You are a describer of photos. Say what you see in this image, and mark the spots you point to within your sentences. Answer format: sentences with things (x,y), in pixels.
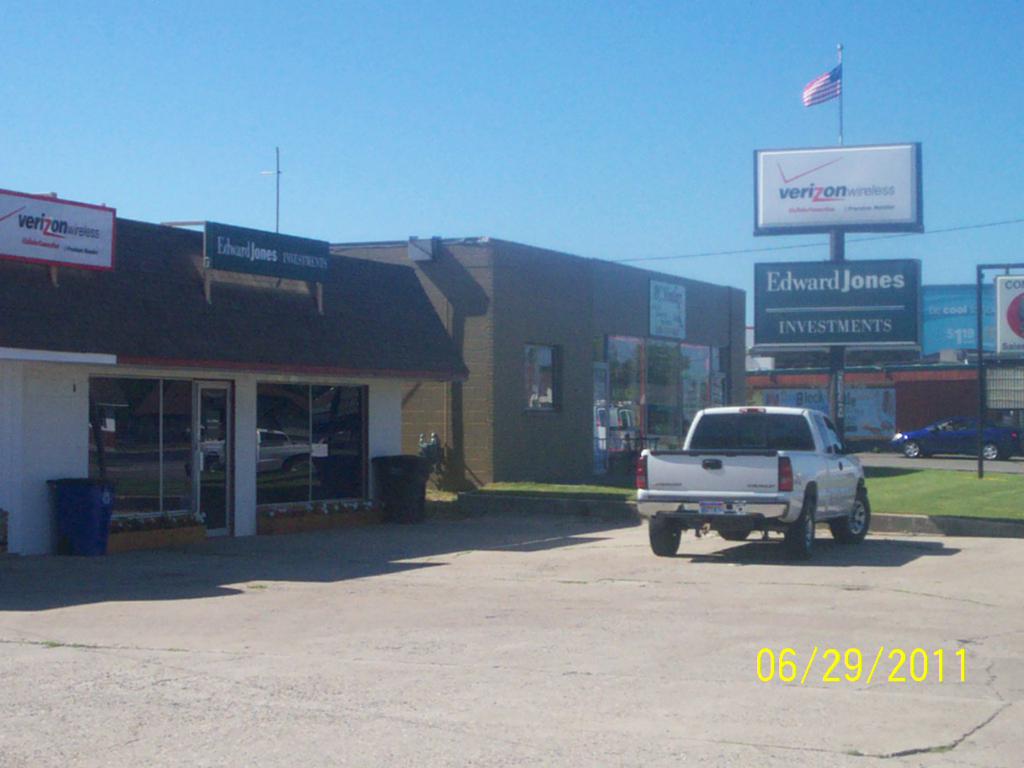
In this image we can see the buildings (868,398) and also the roof house (265,295). We can also see the hoarding boards (966,319), flag (823,77), trash bins (398,504), grass (985,495) and also the vehicles (960,441). We can also see the path (605,721) and also the road (923,459). We can also see the date (962,669).
